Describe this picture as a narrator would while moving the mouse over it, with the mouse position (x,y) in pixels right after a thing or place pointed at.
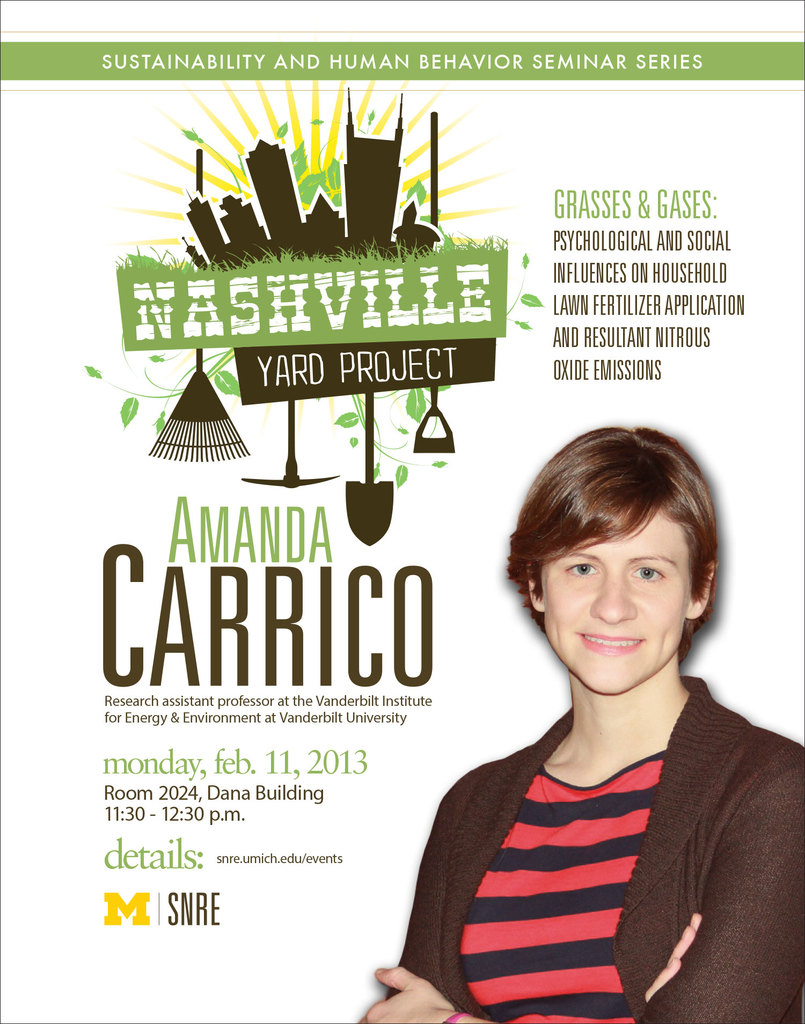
In this picture we can see a paper brochure (176,546) in the image. In the front (578,783) there is a girl (648,702) standing in the front (711,947), smiling and giving a pose to the camera. On the top (636,338) we can see some matter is written on the brochure (433,405).
